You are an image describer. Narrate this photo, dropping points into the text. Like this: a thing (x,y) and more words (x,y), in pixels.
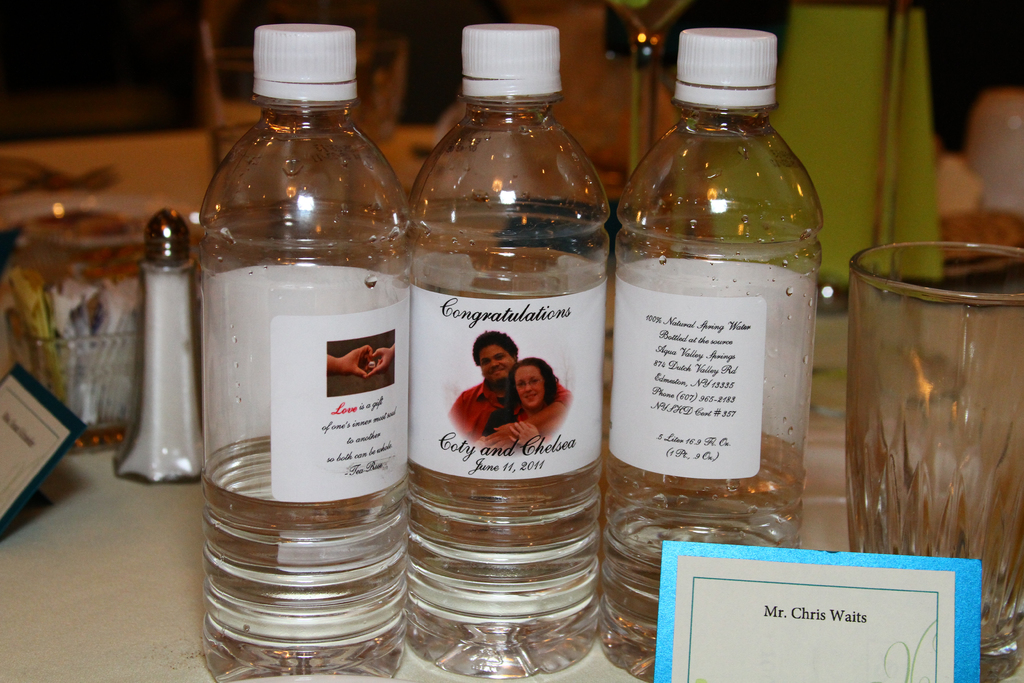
in the given image we can see three bottle (482,302). These is a name (836,617) written on a paper (795,617). This is a glass (965,383).
